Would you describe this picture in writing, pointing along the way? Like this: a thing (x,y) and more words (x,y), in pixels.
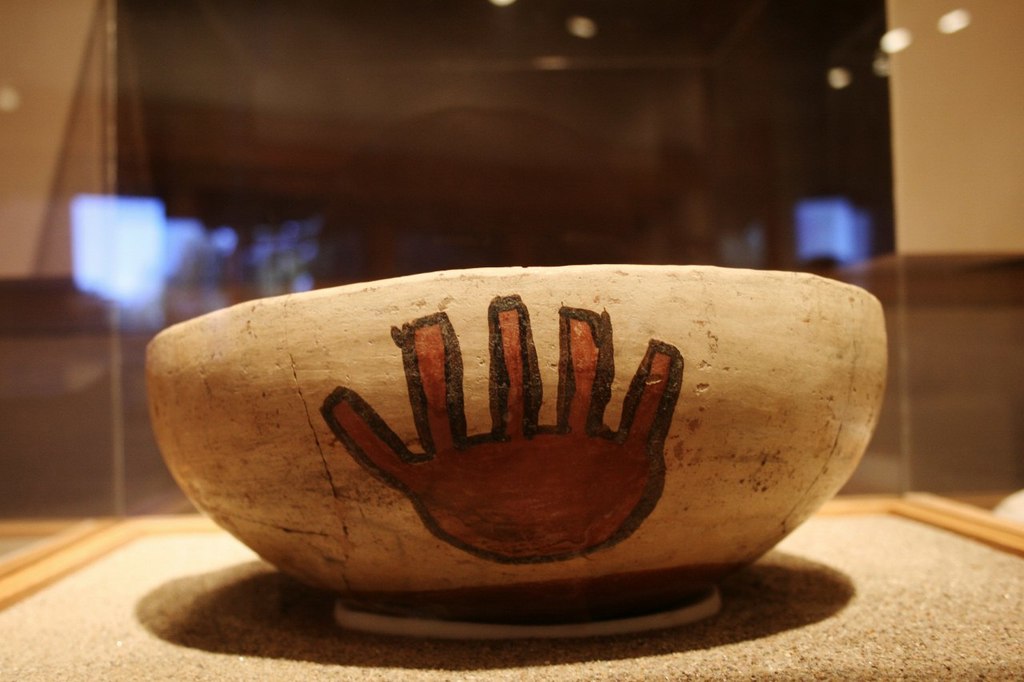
In this image I can see the brown color object (654,480) in front (793,371). In the background (591,153) I can see the glass (748,95).
